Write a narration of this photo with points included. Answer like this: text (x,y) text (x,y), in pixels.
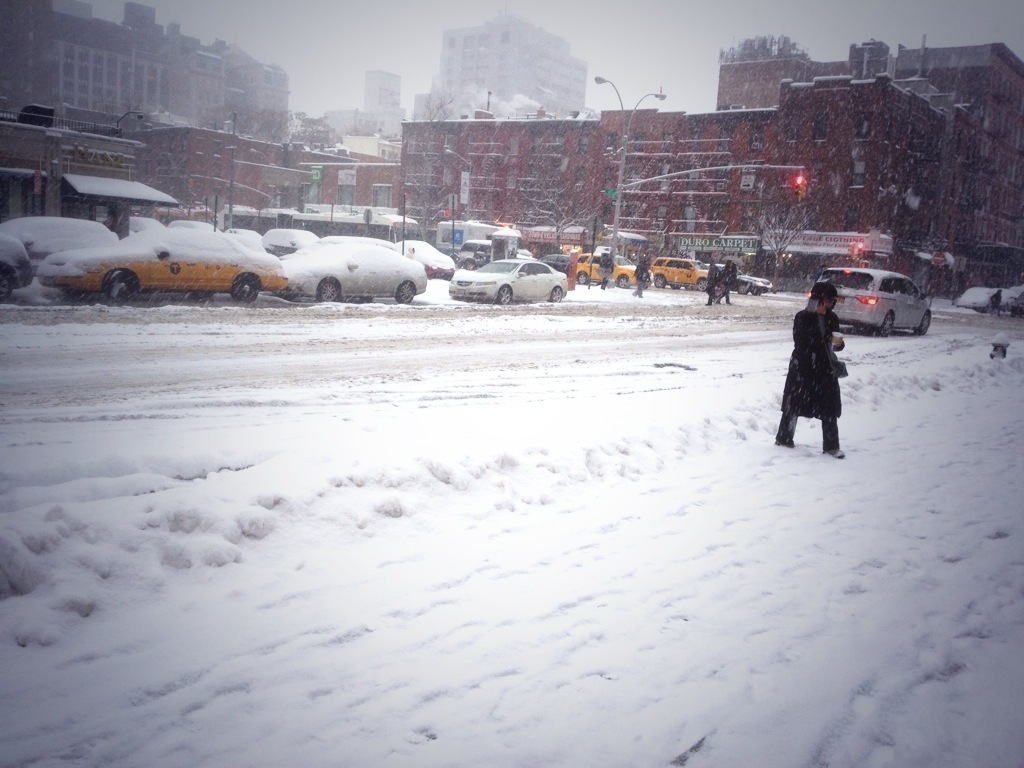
In the image the roads (167,367) are completely filled with snow (439,463) and there is a person (812,352) moving on the snow (768,465), behind the road (369,359) there are a lot of vehicles (504,262) and in the background (225,141) there are many buildings (731,172) and some poles (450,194) in front of the buildings (422,187).
